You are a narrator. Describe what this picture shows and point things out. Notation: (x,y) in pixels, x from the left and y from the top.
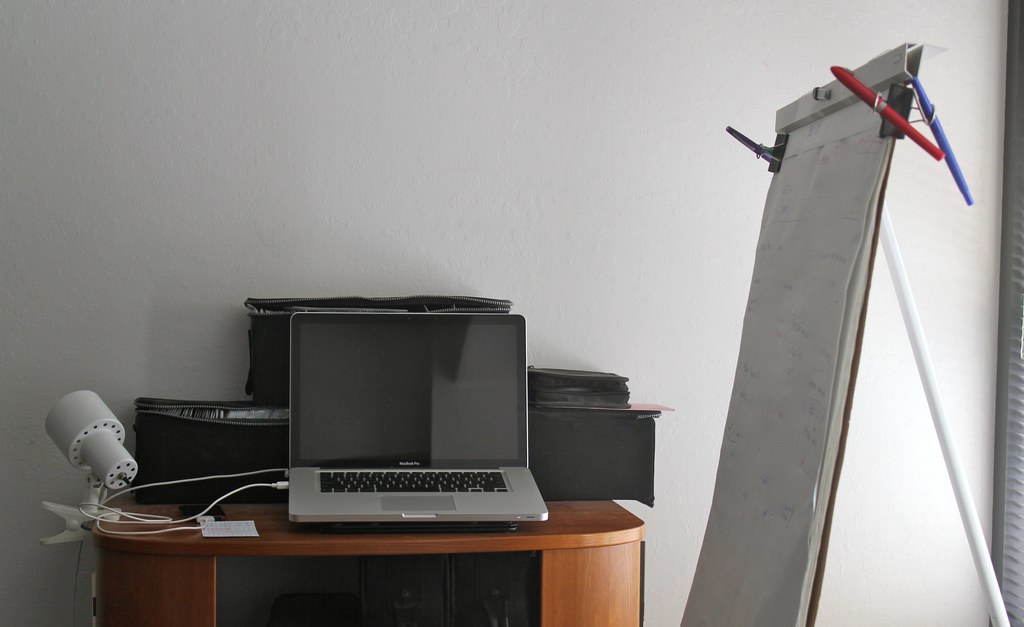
In the center (450,357) we can see the table (366,534), on table (463,539) we can see the laptop (357,465) and some other objects (156,461). Coming to the background (432,156) we can see the wall (508,204). And on the right side (806,318) we can see the board (826,137).
